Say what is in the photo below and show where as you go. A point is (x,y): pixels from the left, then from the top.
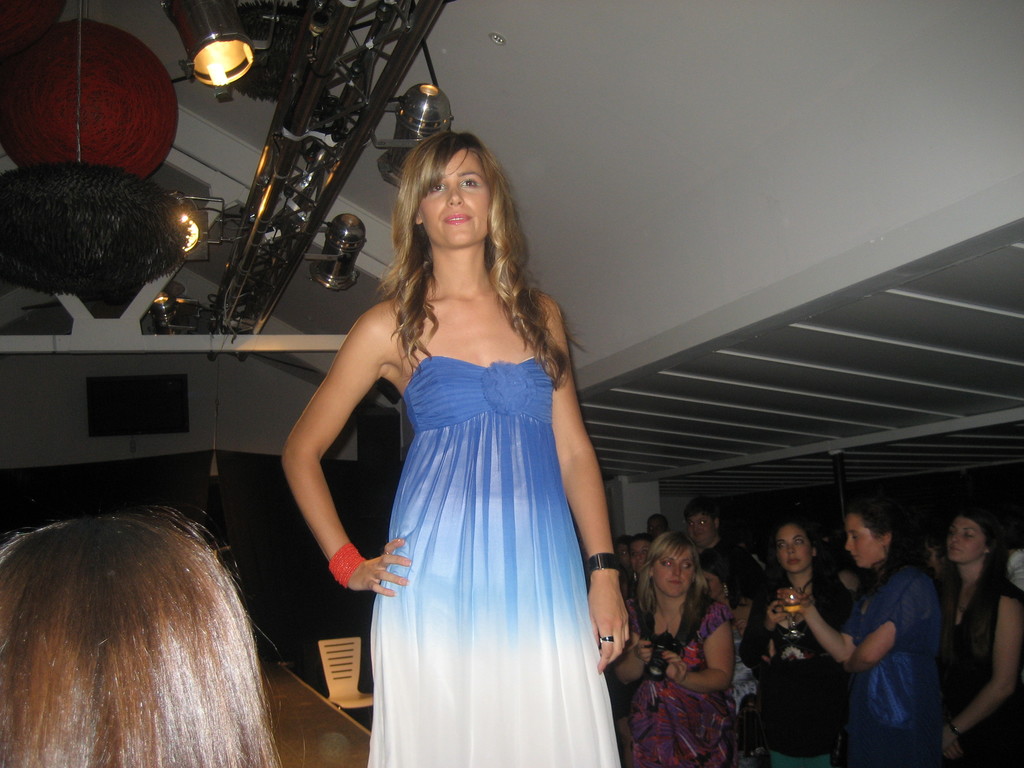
In the picture I can see a woman (492,173) standing on the ramp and there is a smile on her face (464,162). I can see a few people (834,645) on the right side (816,547). I can see a woman (861,611) holding a wine glass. There is a woman (681,715) and she is holding the camera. I can see the stainless steel scaffolding structure (375,30) and decorative lamps (272,85) on the roof (379,210).
